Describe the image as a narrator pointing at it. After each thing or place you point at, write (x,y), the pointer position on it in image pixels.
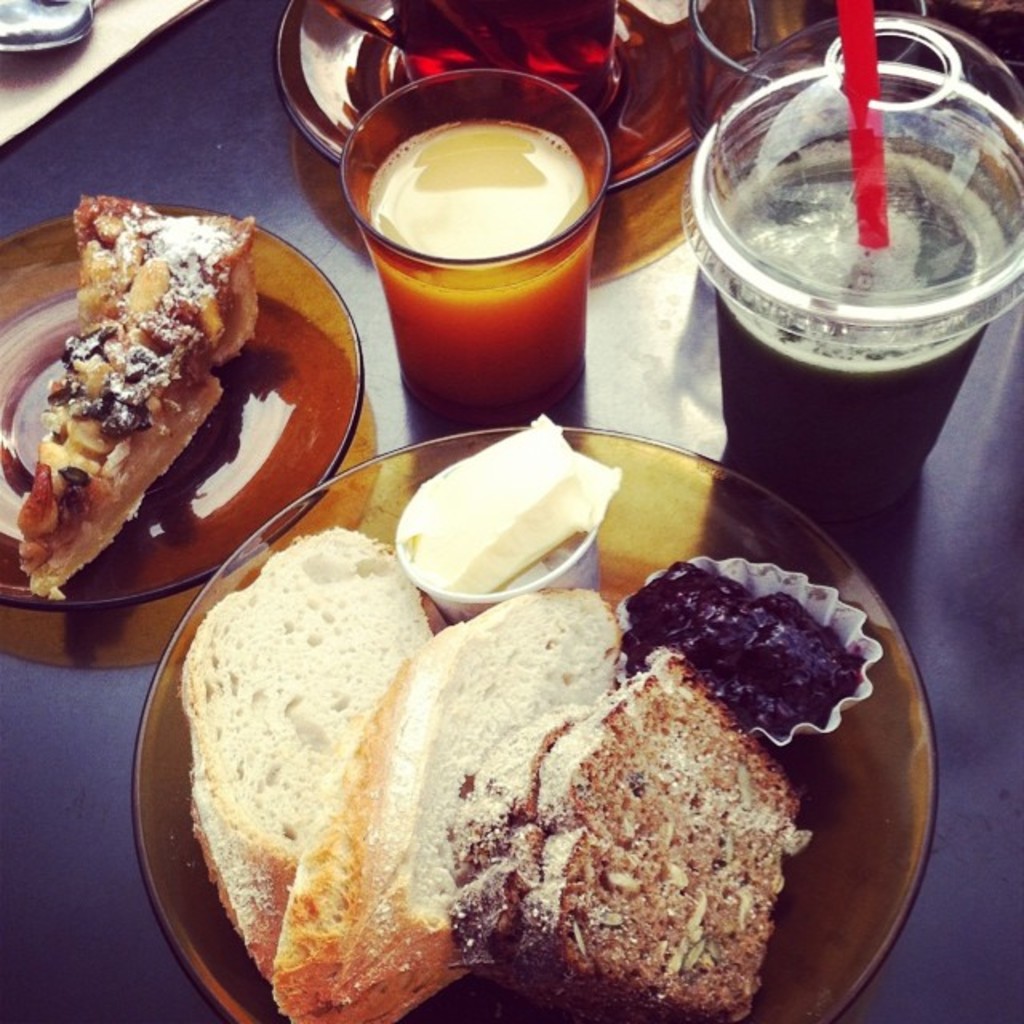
In this picture, we see a black table (189,80) on which two plates (2,303) containing cake (681,869), a glass (554,334) containing milk (464,240), a glass (719,306) containing cool drink (807,434), cup (579,38) and saucer (637,98) are placed.
